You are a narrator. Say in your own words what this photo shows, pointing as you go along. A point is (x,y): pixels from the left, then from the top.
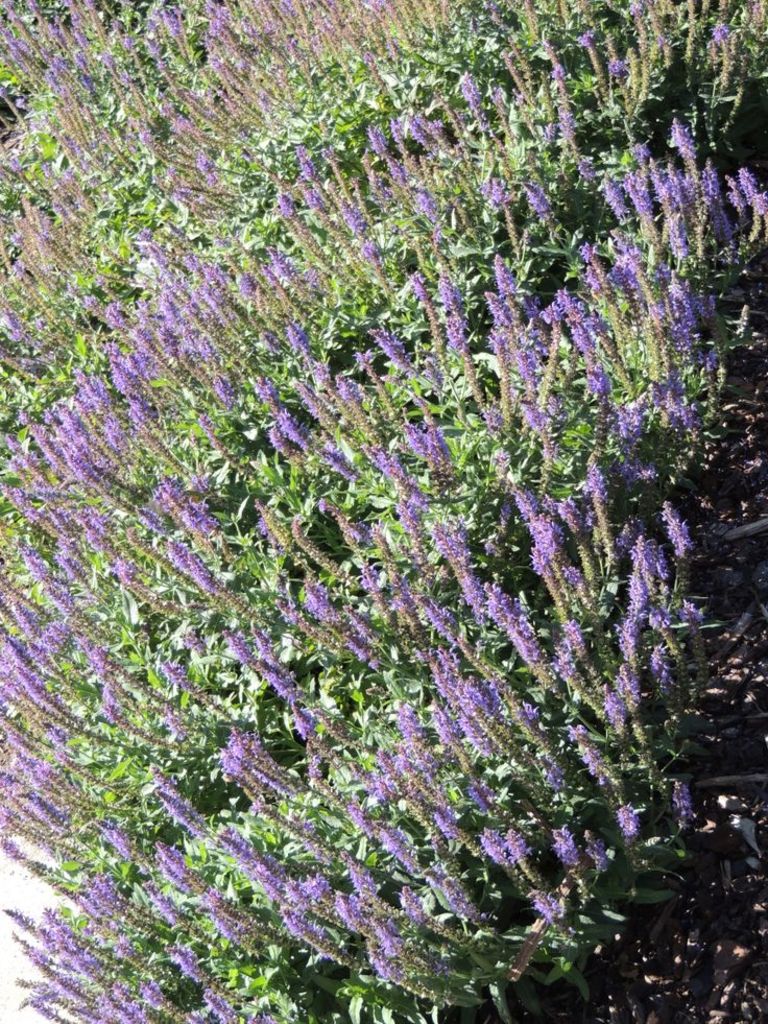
In this picture there is flower fields (393,444) in the image.
